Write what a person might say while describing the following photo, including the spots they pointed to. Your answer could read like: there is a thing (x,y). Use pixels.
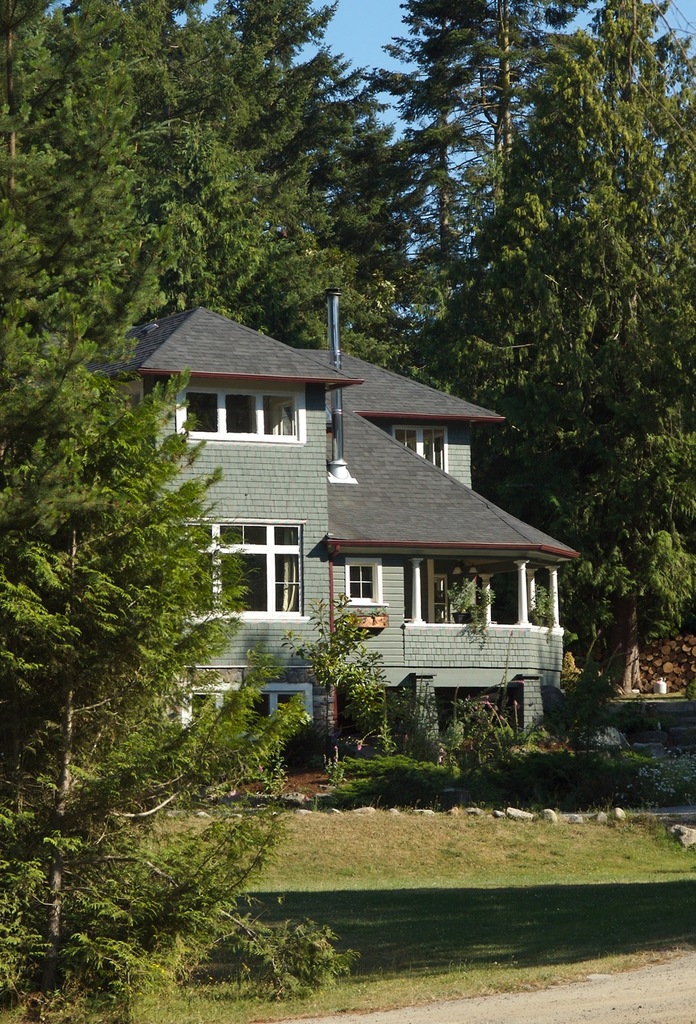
In this image I can see a house (354,589), trees (248,691), the grass (438,913) and plants (484,742). In the background (418,63) I can see the sky (403,27).
